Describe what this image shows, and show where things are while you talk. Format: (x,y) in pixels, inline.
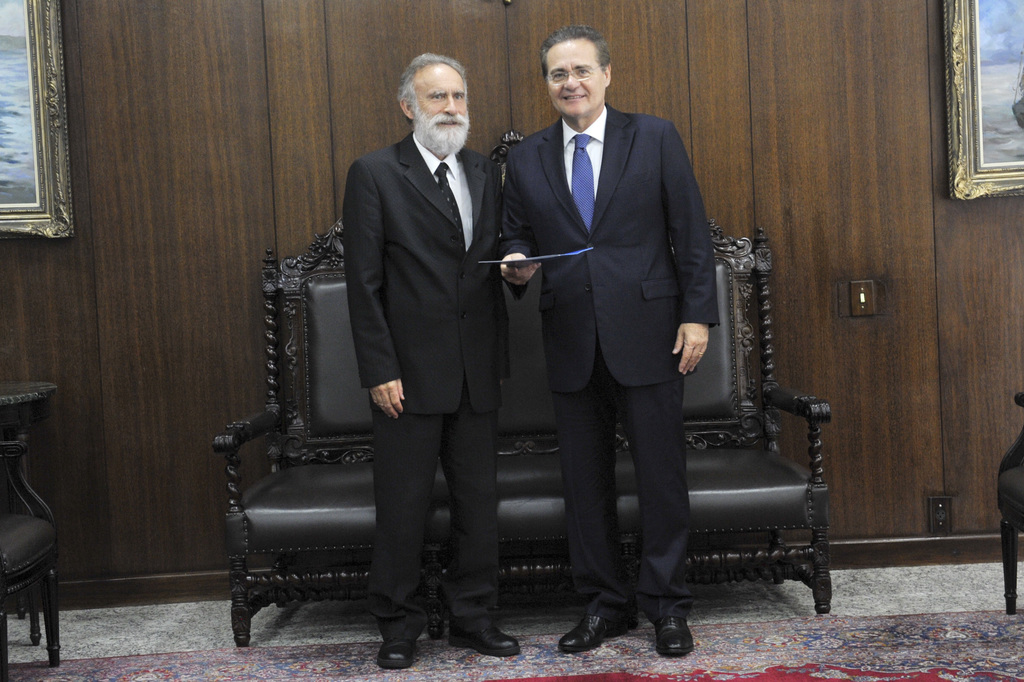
This the picture of inside of the room (531,63). There are two persons (627,313) standing and at the right (973,109) and at the left side of the image (42,144) there are photo frames (964,27) on the wall (203,553). There is a sofa (320,536) behind this persons (479,503). At the bottom (234,653) there is a mat (783,662).
